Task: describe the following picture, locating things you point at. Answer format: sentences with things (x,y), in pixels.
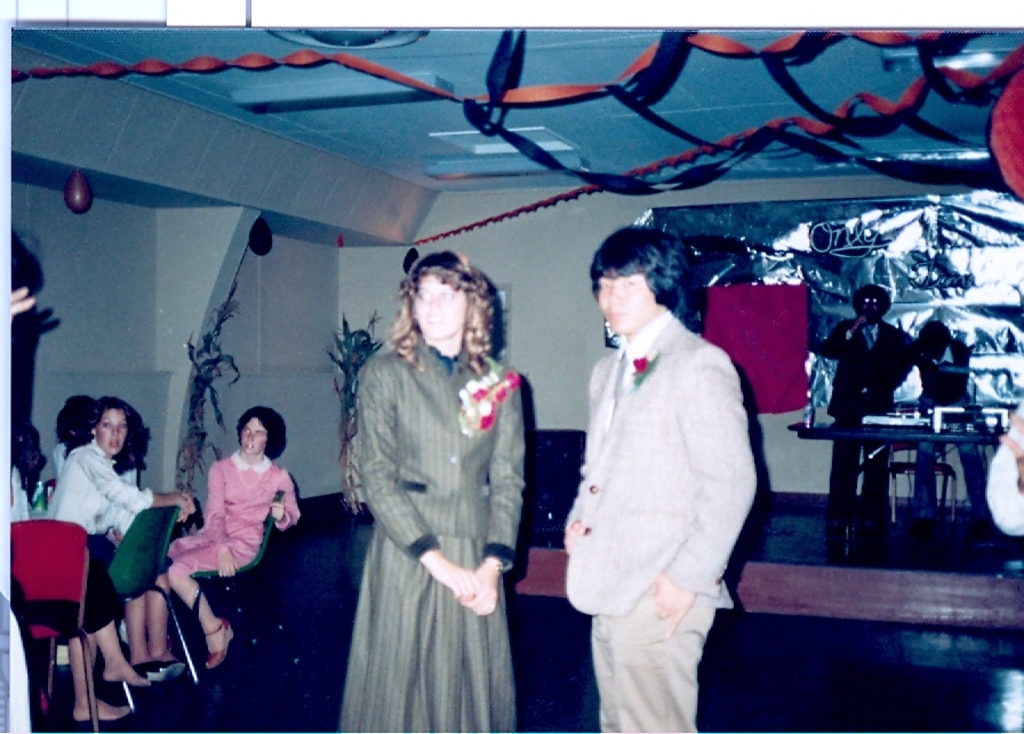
In this image in the foreground (363,451) there are two persons (497,451) standing, and in the background (865,328) there is one person (859,412) standing and he is holding a mike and also there is one table (880,431). On the table (830,432) there are some objects (871,422), and one bottle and on the left side (152,620) there are some persons (190,557) who are sitting on chairs (17,526). At the bottom (275,649) there is floor (855,681) and in the background (745,243) there is a wall (488,267) and some curtains (755,248), and at the top (245,102) there are some ribbons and balloon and ceiling (344,107). And on the left side (196,410) there are some plants (205,378).
